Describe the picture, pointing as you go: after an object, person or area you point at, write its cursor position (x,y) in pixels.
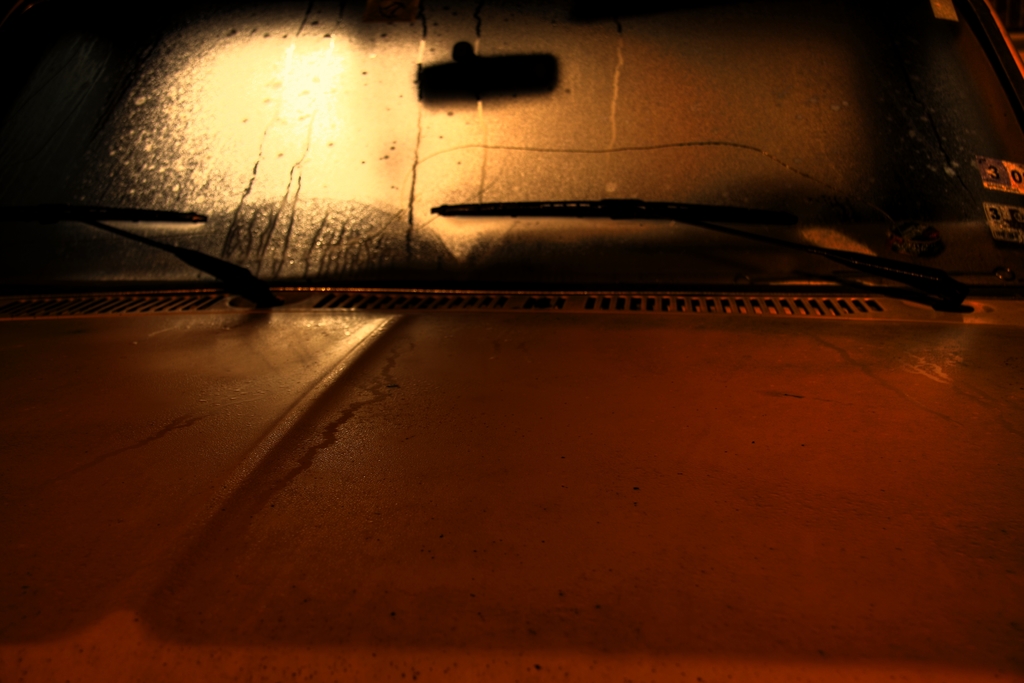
In this picture we can see a front view of a vehicle (756,426), some objects (534,66) and stickers (1015,210) on the glass (709,150).
